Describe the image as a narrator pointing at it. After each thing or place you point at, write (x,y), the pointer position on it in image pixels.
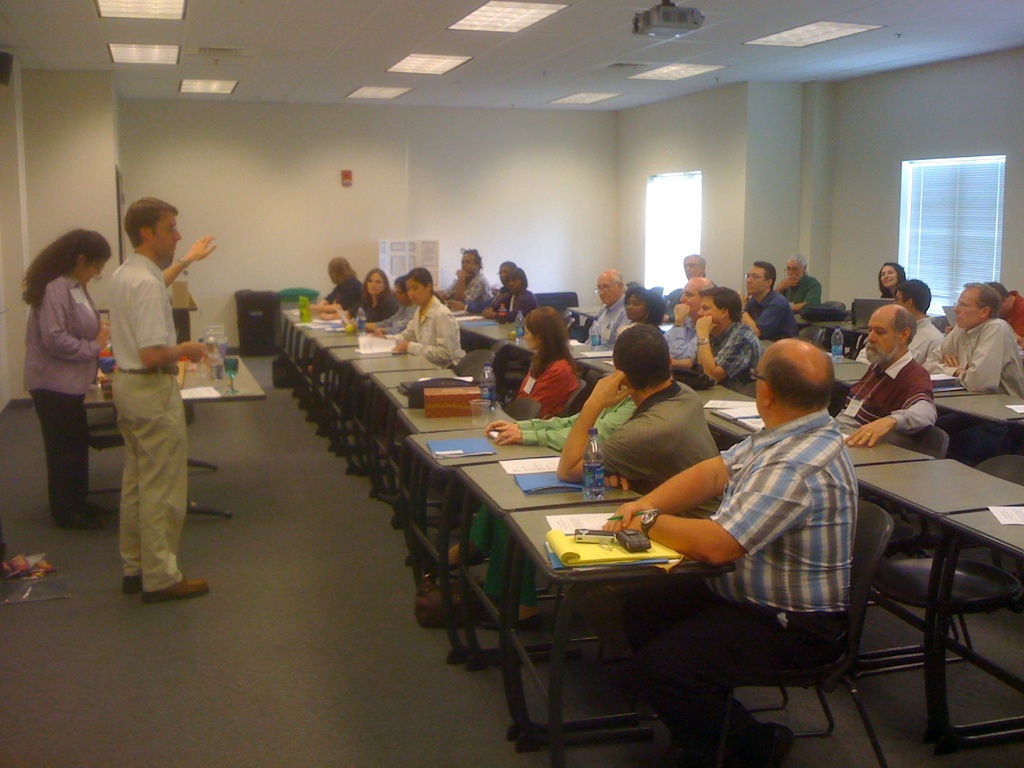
In the image we can see there are people (636,362) who are sitting on chair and on table (389,442) there are papers (607,563), mobile phone (581,542), water bottle (600,480), glass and in front there are people (129,459) who are standing and on table (237,383) there is wine glass (230,390) and papers (212,392). On the top (682,16) there is projector (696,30).
